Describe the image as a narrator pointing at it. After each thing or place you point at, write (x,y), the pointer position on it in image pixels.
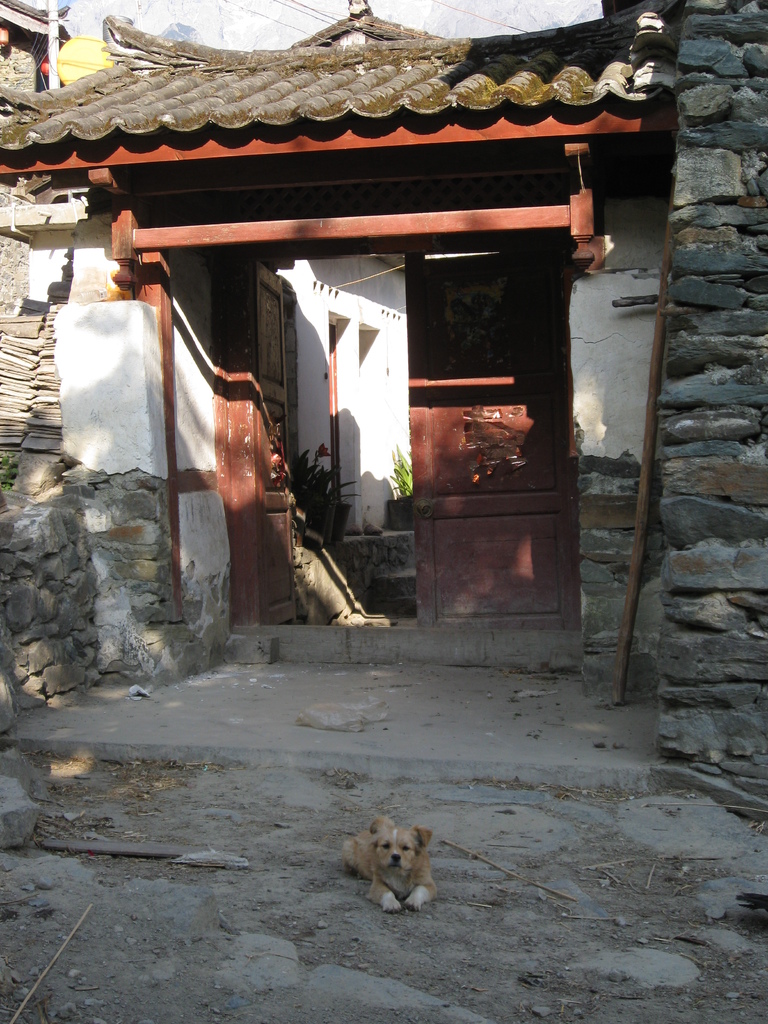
There is a dog (393,882) sitting on the ground (352,917) on which, there are stones (570,884), wood piece (93,845) and a stick (73,933). In the background (468,550), there is a house (614,394) which is having white wall (96,338) and a roof (24,140), there are stones wall (63,601) and there are other buildings (14,15).
